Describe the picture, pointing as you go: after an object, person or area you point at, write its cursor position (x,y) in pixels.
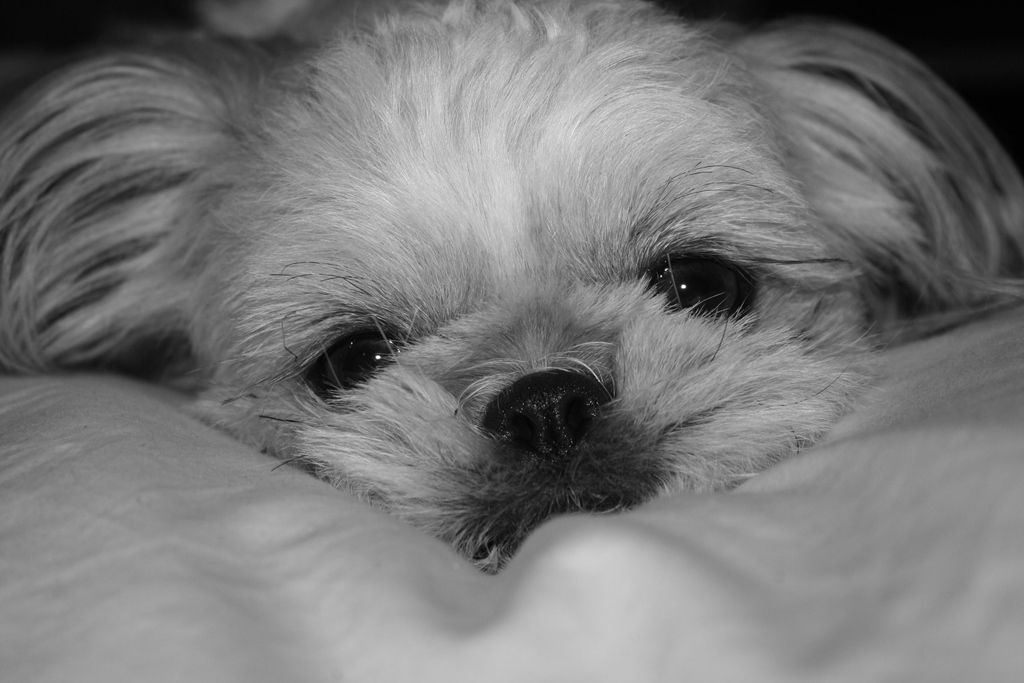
In this image I can see a dog's face (422,370), this image is in black and white color.
